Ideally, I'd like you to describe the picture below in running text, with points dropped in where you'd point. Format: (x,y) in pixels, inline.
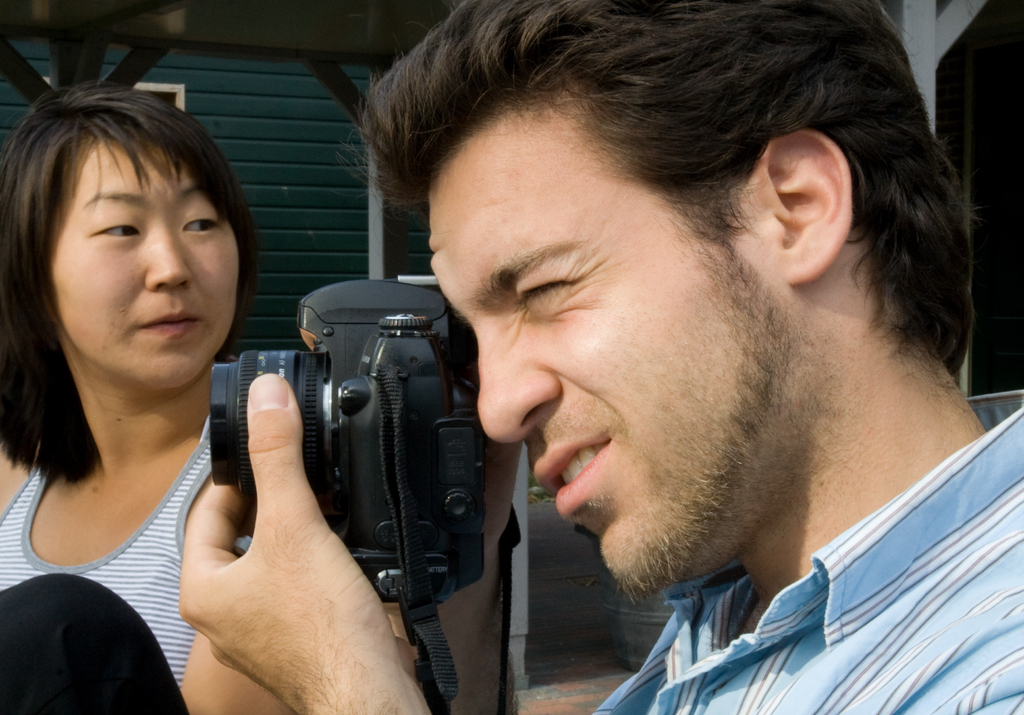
In this image I can see two people (511,164). Among them one person (433,53) is holding the camera (359,445).
